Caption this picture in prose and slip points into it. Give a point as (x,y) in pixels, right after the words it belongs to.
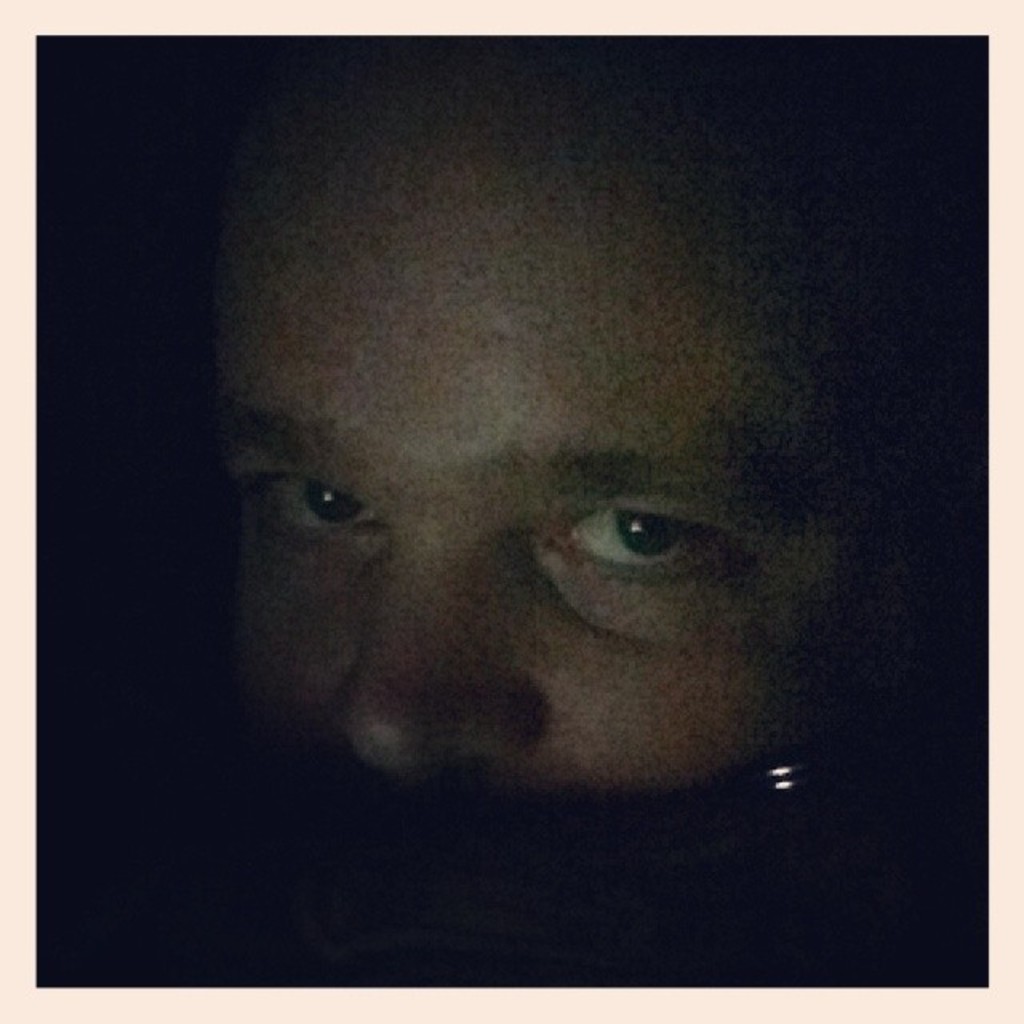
This is an edited image. I can see the face (483,605) of a person (502,718). The background (162,132) looks dark.
